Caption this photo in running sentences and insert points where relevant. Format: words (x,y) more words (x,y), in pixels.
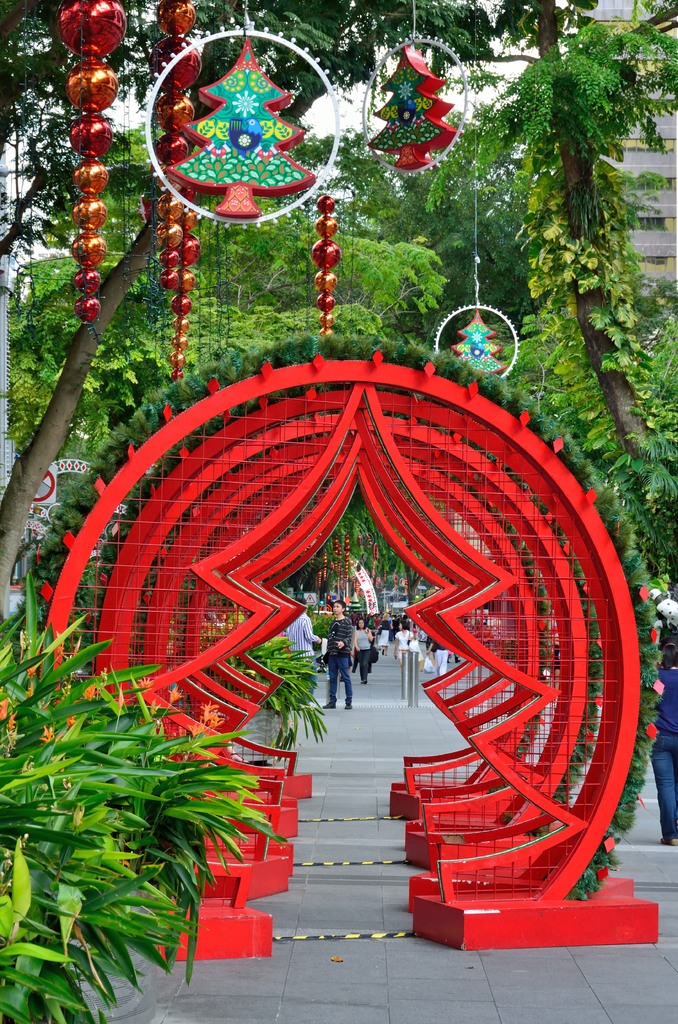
On the left side (58,809), we see the shrubs (45,818) and the trees (22,518). In the middle of the picture (284,434), we see the entrance (418,489), which is in the shape of the Christmas tree. It is in red color. Here, we see the people (366,622) are walking on the pavement (385,698). On the right side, we see a woman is walking. In the background (609,309), we see the trees (545,344) and a building (656,97). We see these trees (433,292) are decorated with the decorative items (457,351).
